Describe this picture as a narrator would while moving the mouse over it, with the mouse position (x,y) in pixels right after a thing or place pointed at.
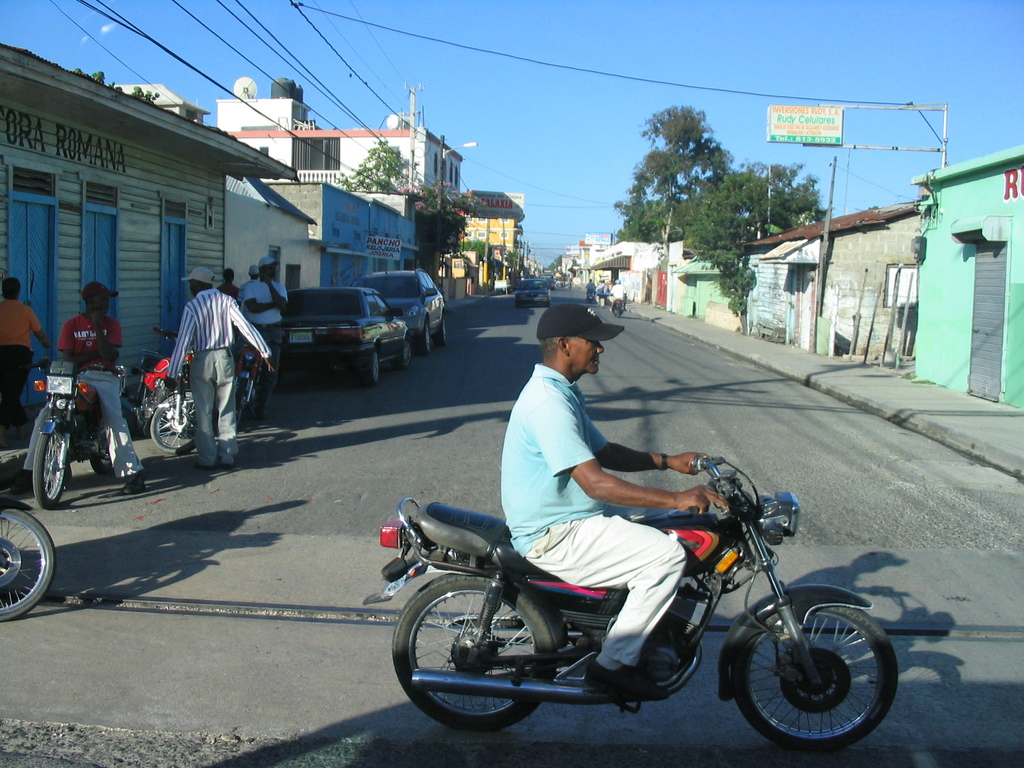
In the image we can see there is a person (568,474) who is sitting on bike (617,596) and there are other persons (200,363) who are standing and cars (338,355) are parked on the road (527,313). There are buildings (596,274) and houses (40,256) in the area (481,269) there are trees (422,252) in the locality (472,343).
